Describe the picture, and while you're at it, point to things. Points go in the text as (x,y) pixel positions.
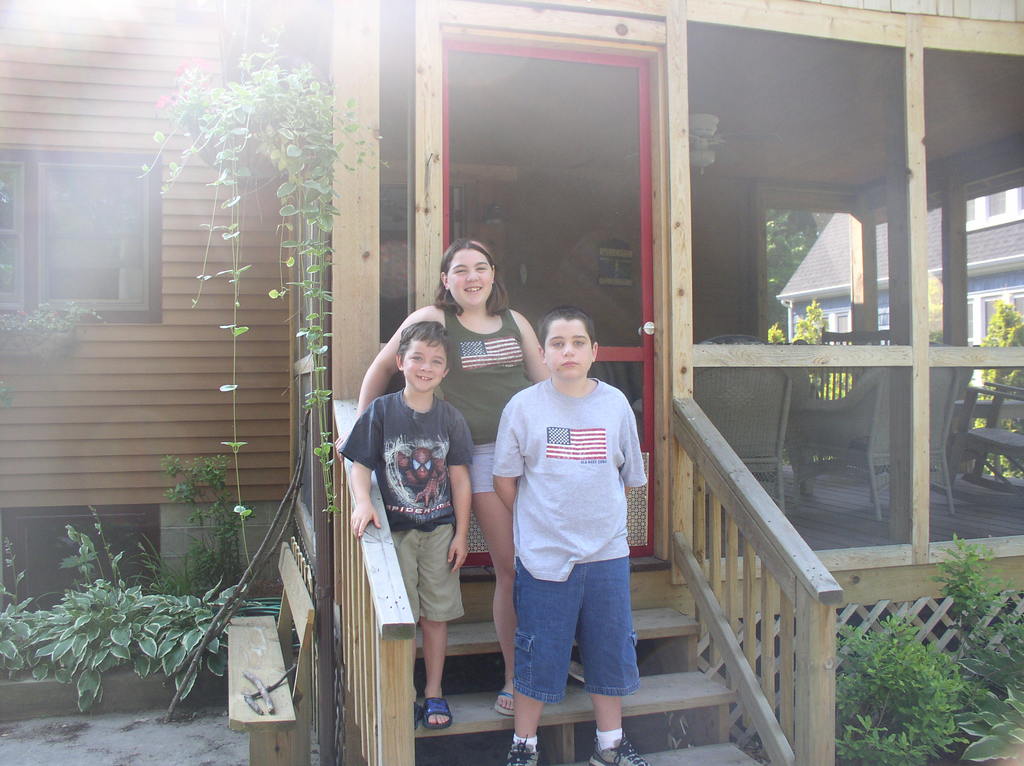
In this picture, we see the girl (495,504) and two boys (594,438) are standing on the staircase (689,687). Beside them, we see a wooden railing (771,737). Two of them are smiling. Behind them, we see a wooden building (409,251) which has a door (501,236). In the right bottom of the picture (869,678), we see plants (932,704) and behind that, we see glass windows (856,369) from which we can see the chairs (843,443). On the left side (113,543), we see a bench (251,647), plants (203,630) and a building (220,360). It has windows (88,210). On the right side (974,295), we see trees (998,306) and a building (998,284) in blue color with a grey color roof (800,272).
